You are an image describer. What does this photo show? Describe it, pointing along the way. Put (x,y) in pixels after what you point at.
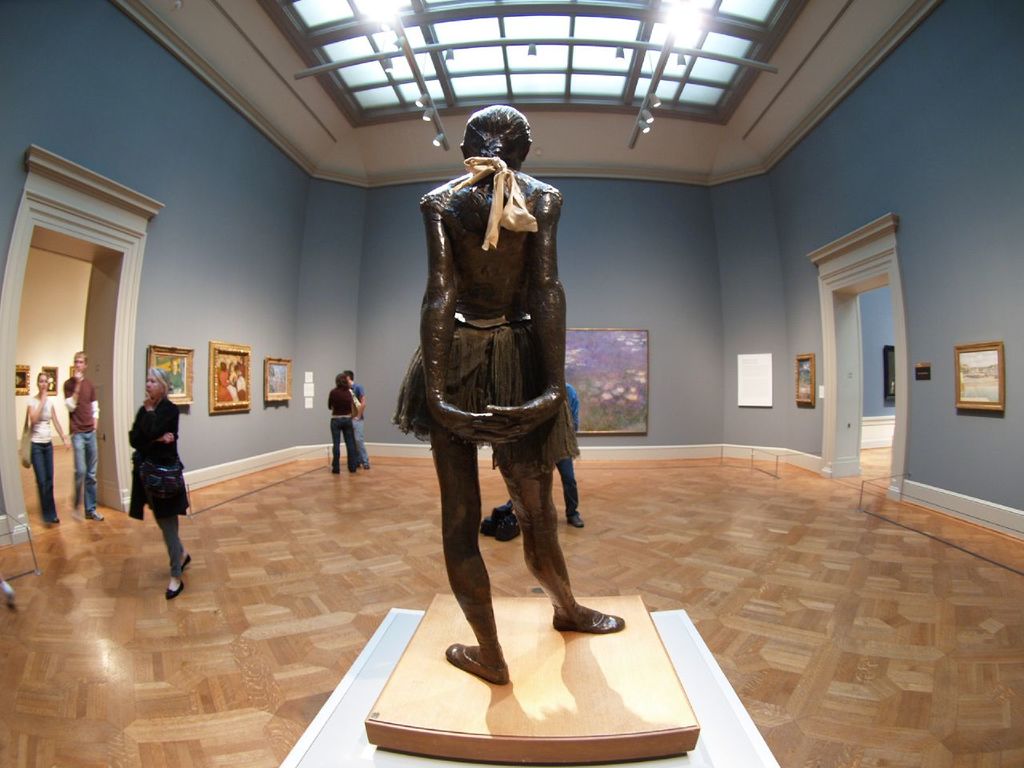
In this image we can see a sculpture (455,411), there are groups of persons (68,383) standing on the floor (67,506), there is a wall (611,298) and photo frames (596,353) on it, at above there are lights (450,52), there is the door (856,372).
